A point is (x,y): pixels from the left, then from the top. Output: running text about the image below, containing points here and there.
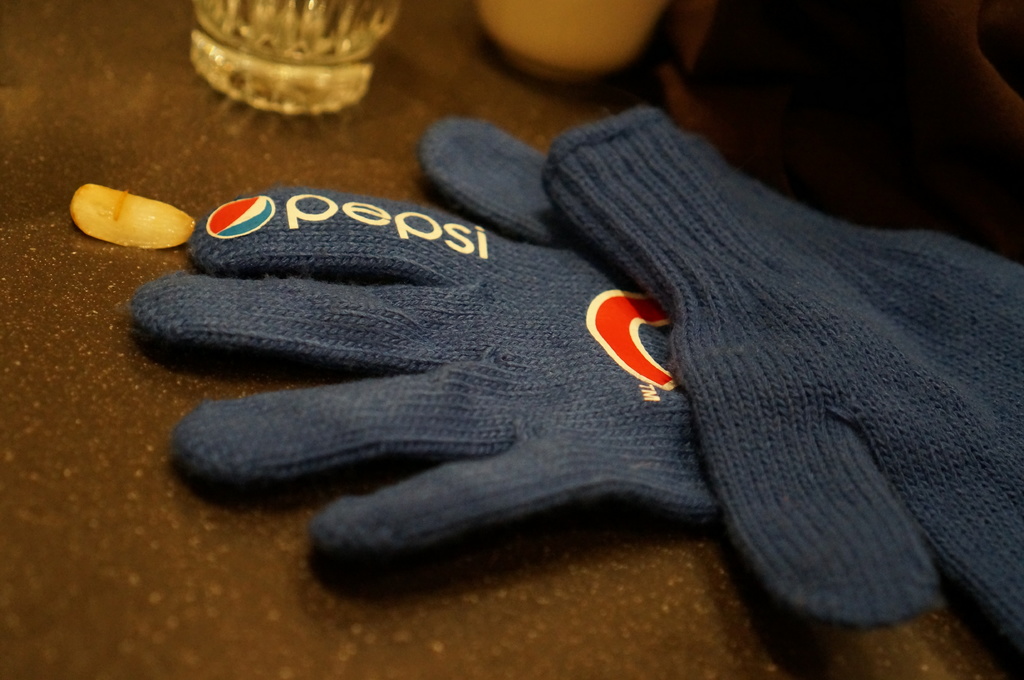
In this picture, we see a brown table (267,598) on which the blue color gloves (396,368), glass (375,19) and a white color object (608,34). In the right top (957,47), it is brown in color.
